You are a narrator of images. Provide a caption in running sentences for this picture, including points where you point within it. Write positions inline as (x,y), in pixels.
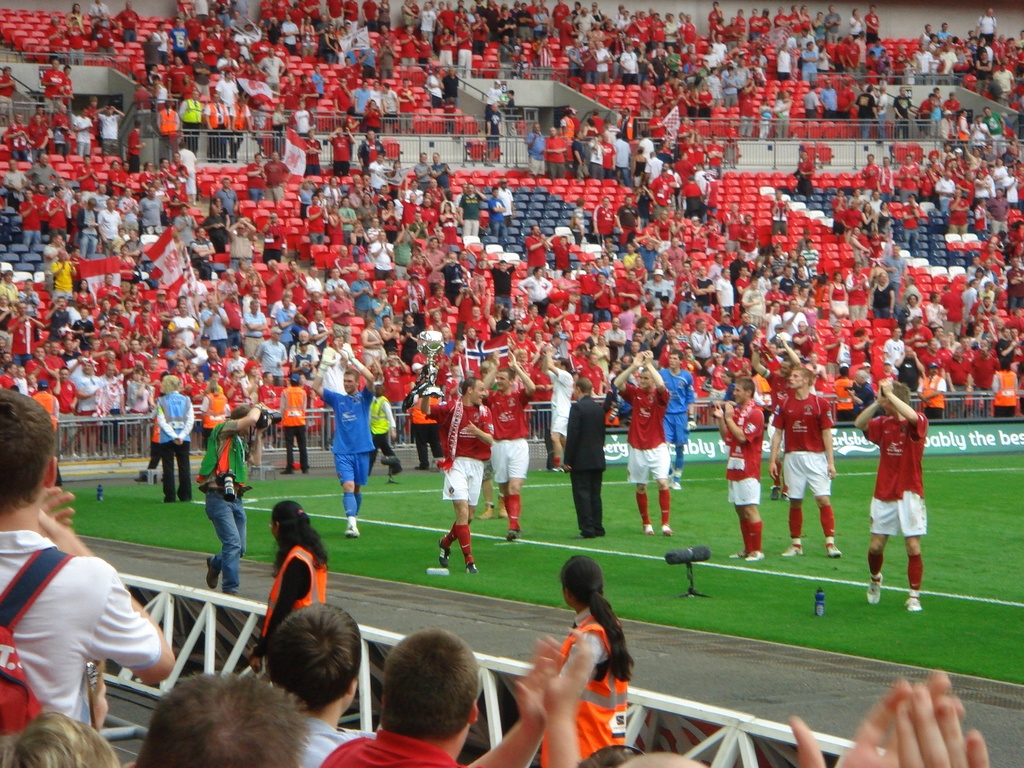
In the middle of the image (596,407), we can see few people (164,437) are on the ground (564,613). At the bottom (143,615) and background (17,372), we can see a group of people (187,758). Few are sitting and standing. Here we can see flags (188,266), rods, banners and chairs (481,185).
